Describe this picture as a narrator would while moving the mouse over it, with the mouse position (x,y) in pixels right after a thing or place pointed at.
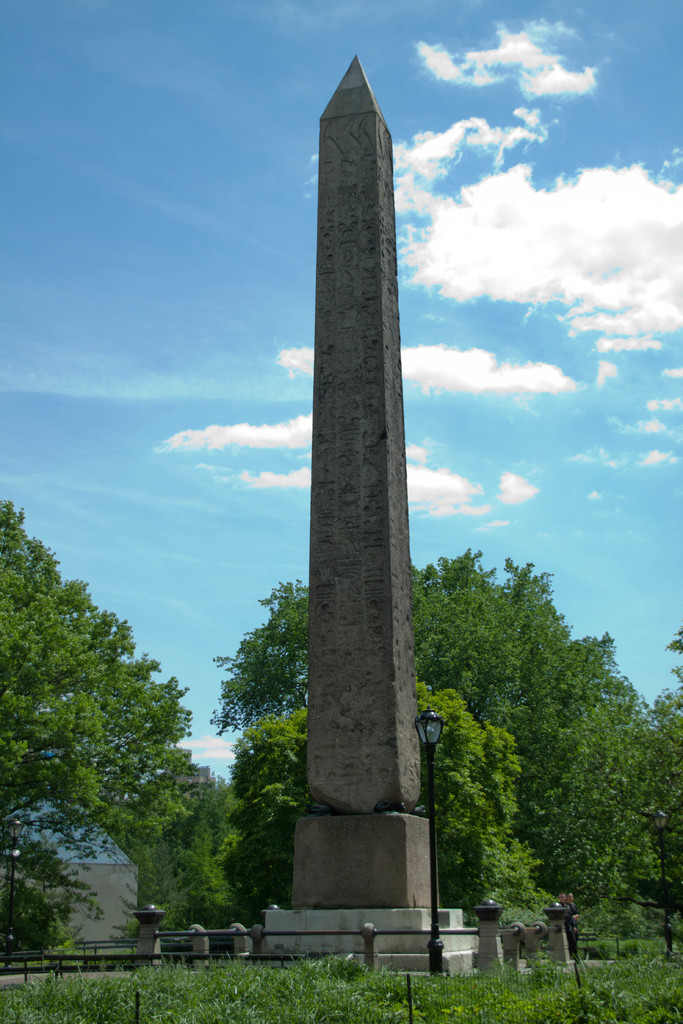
In this image at the bottom (200,1011) we can see plants (221,1007), fence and light poles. We can see obelisk (385,416), trees (672,858) and clouds (503,181) in the sky (292,319).
